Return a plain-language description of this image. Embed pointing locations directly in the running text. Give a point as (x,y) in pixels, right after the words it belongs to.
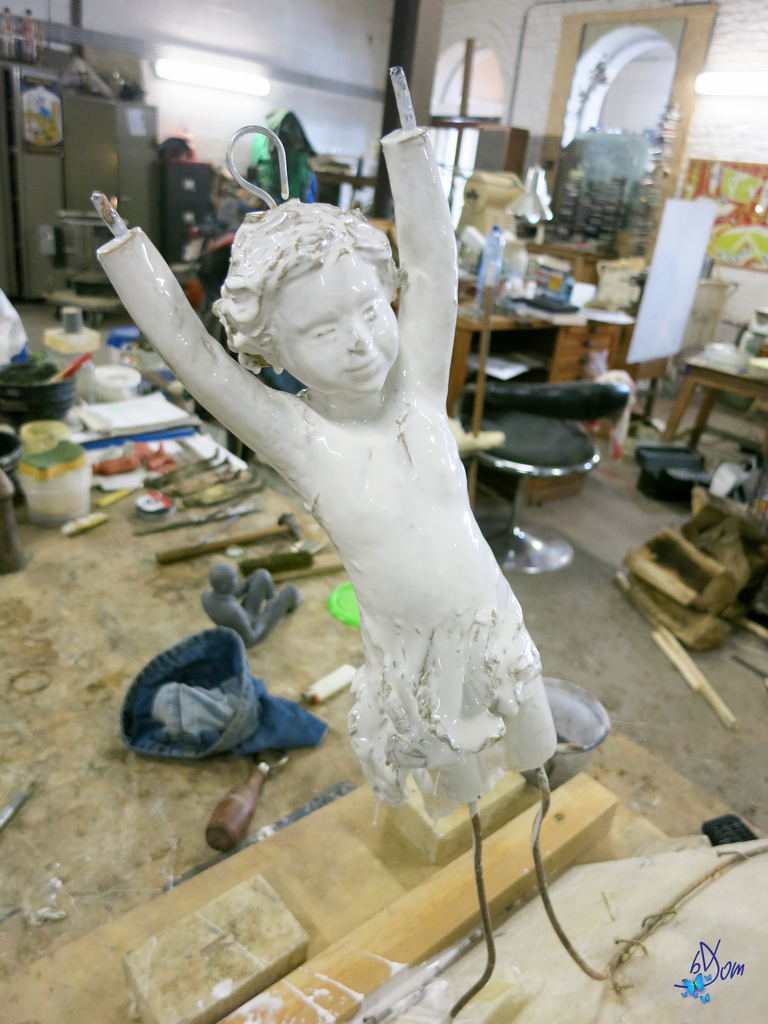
We can able to see table (283,638). On the table (270,641) we can see sculpture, cap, toy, books (150,406), things (160,468). On the background (297,55) we can see wall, table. This is floor (588,673). We can see chairs (522,471).
